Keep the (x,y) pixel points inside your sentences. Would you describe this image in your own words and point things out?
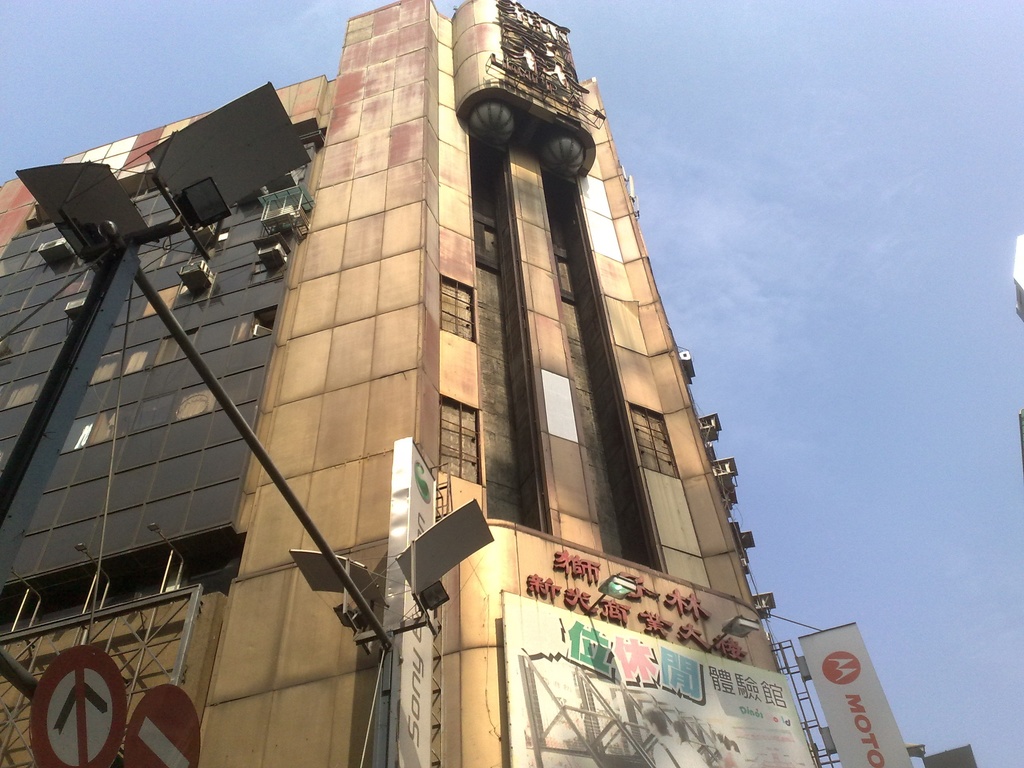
This image consists of a building (359,425) along with the windows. At the bottom (579,645), there are banners (585,660) and boards (843,704). On the left (103,750), there are sign boards (93,710). At the top (714,101), there is sky (615,71). And we can see a pole (81,363) in this image.
